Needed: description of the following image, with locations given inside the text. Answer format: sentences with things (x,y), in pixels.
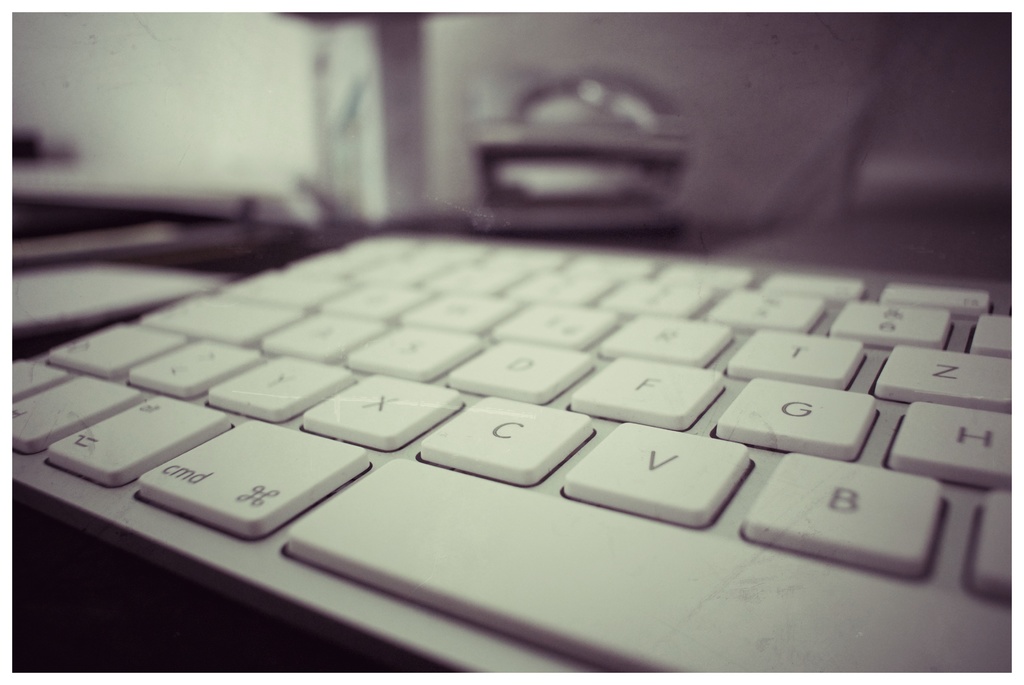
In this image, there is a keyboard (770,439) contains some keys (684,331). In the background (776,107), image is blurred.
